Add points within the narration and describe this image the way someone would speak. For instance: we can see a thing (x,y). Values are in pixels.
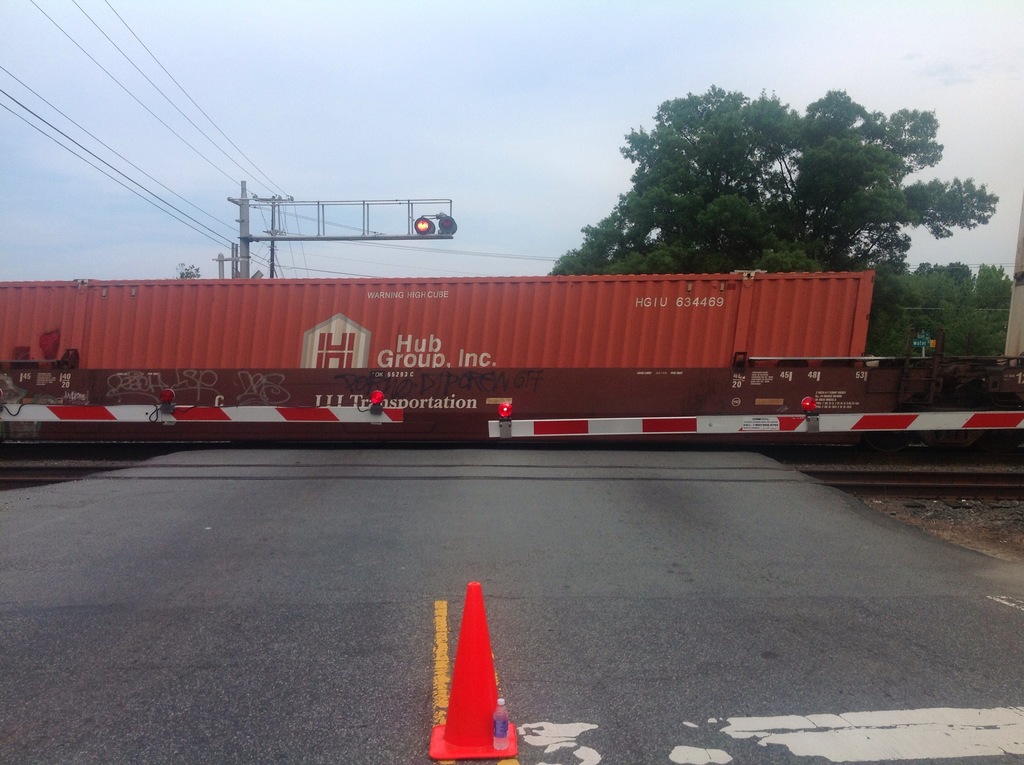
In this picture there is a container (138,358) on the train (110,379). There is a train (498,378) on the railway track (988,484). In the foreground (243,407) there are poles (995,419). At the back (950,329) there is a pole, there are wires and lights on the pole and there are trees (738,147). At the top (455,135) there is sky (477,149). At the bottom (113,660) there is a road (53,749). In the foreground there is an object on the road (388,616).
